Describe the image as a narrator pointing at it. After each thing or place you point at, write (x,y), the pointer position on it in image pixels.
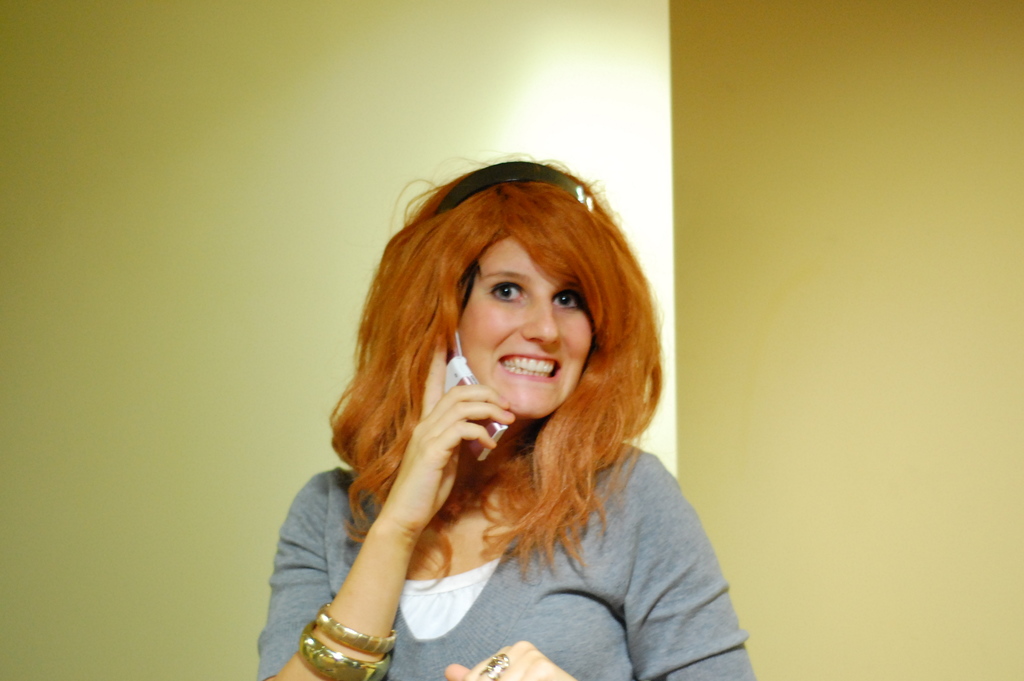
In this image we can see a woman (648,489) holding a mobile phone (469,453). On the backside (442,122) we can see a wall (396,124).
